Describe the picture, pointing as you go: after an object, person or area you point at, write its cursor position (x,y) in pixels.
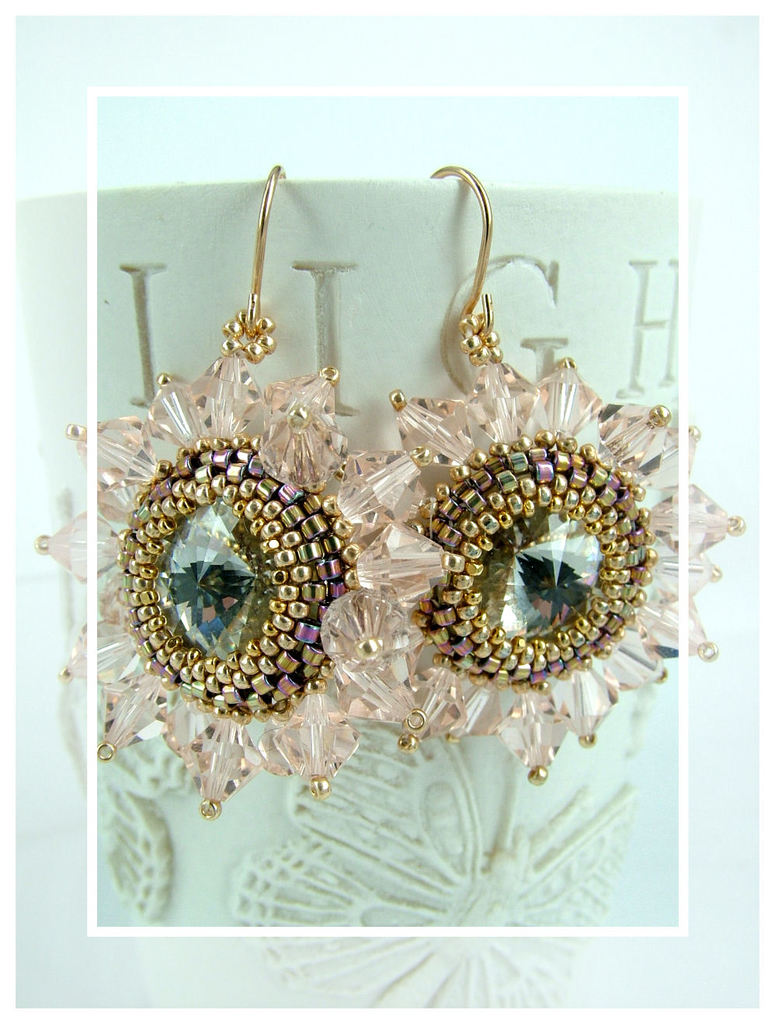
In this image there are two earrings (327,520) on the cup (368,258) and there is a cup (373,740).
